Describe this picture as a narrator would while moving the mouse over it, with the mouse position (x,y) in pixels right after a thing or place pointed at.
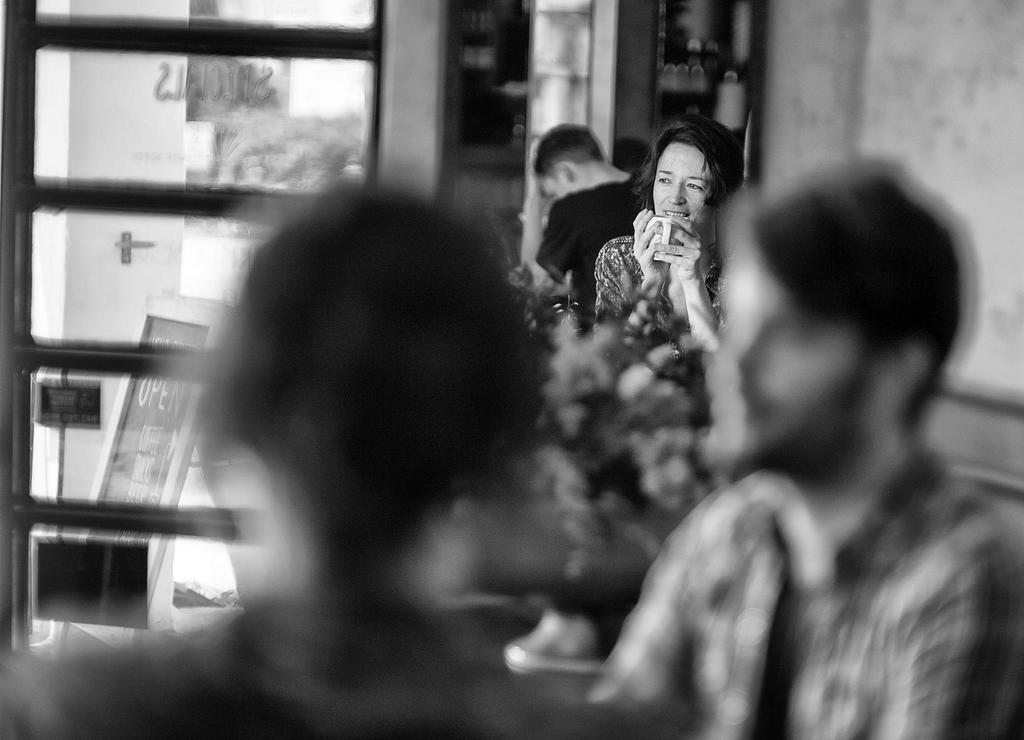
In the center of the image (417,431) we can see two persons (812,539). On the left side of the image (108,563) we can see board (137,423) and door (254,139). On the right side of the image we can see girl (639,246) sitting with cup (664,254). In the background (562,177) we can see person (566,131), cupboard (684,63) and wall (936,94).
